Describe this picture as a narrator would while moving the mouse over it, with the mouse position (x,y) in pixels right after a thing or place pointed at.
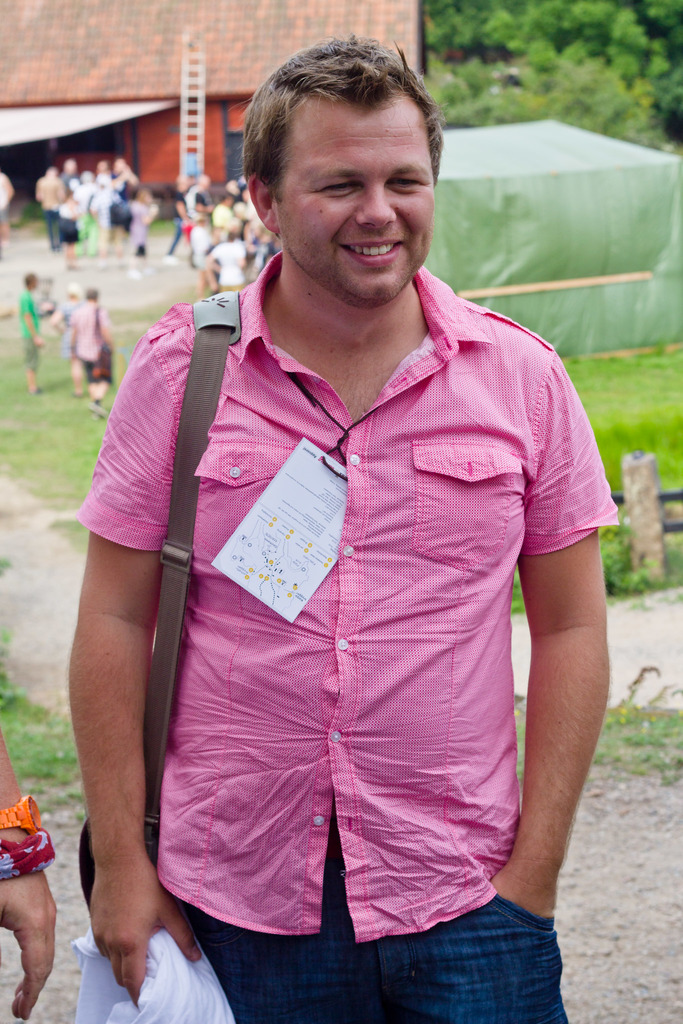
In this image we can see a man (403,469) standing on the ground (593,891) and wearing a id card (301,535) in his neck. The man (187,308) is wearing a bag (162,662) on his shoulder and holding a cloth (170,980) in one of his hands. In the background (378,35) we can see trees (554,84), building (166,112), ladder (188,80), crowd (96,310), grass (641,420) and a concrete pole (646,541).
